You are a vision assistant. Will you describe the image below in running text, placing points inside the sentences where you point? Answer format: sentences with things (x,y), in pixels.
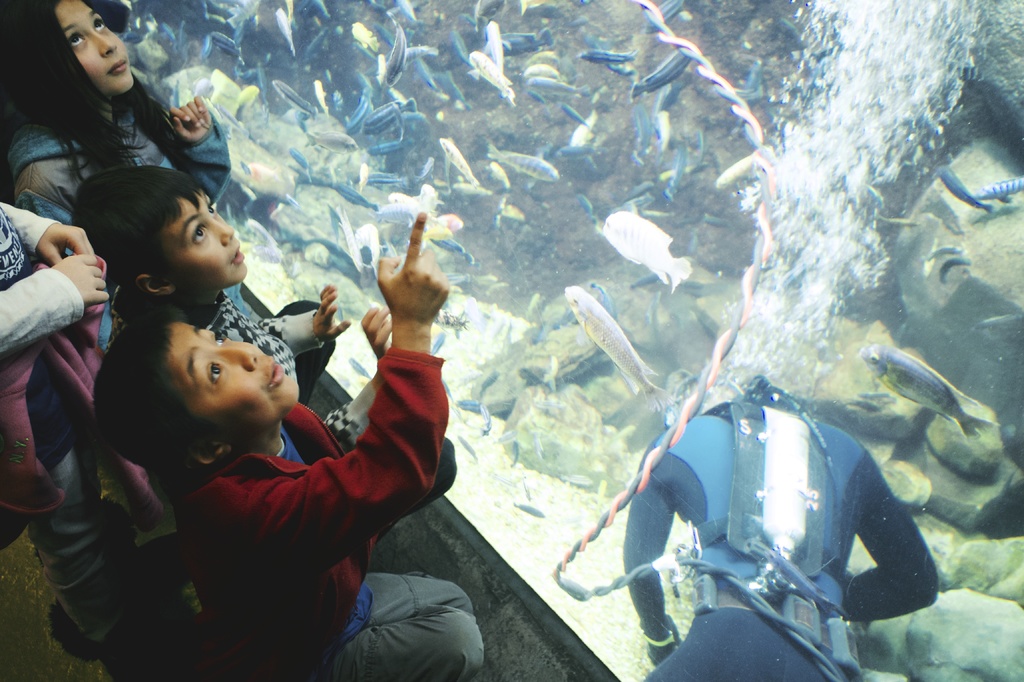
In this aquarium (660,325) we can see water (790,26), fishes (572,288) and a person (760,461) with wire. Beside this aquarium (539,553) we can see children (138,157).
